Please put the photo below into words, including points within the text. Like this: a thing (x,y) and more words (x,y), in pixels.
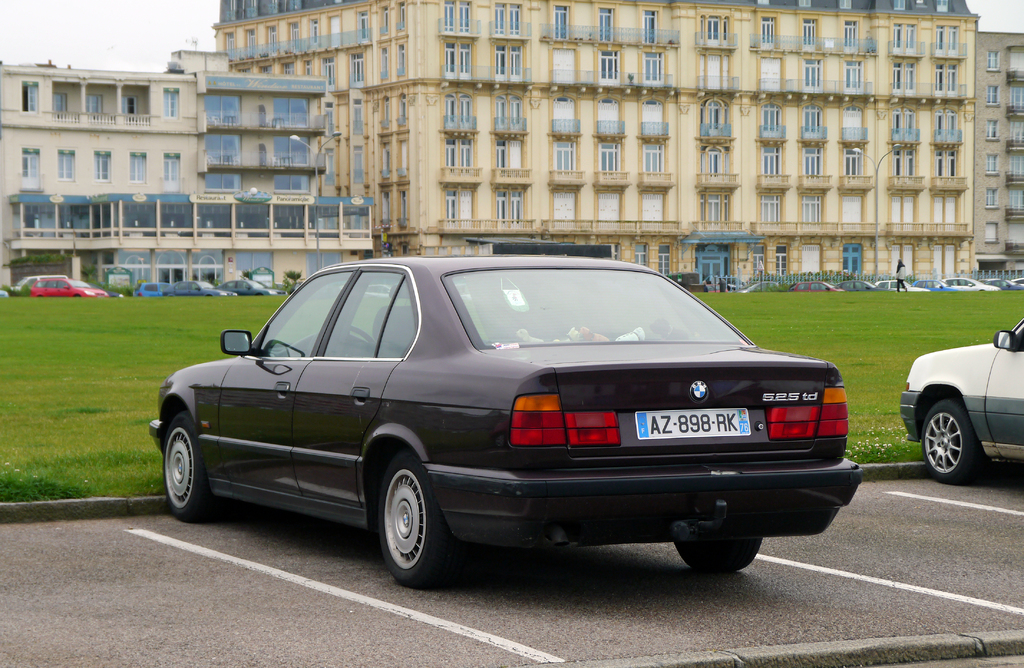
In this image I can see two cars (684,458) on the road (638,627). To the side of the cars (412,361) I can see the ground (196,338). In the back (95,285) I can see many cars (252,292) which are colorful. To the side of the cars (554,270) I can see the railing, building (412,101) and the sky (96,48).
